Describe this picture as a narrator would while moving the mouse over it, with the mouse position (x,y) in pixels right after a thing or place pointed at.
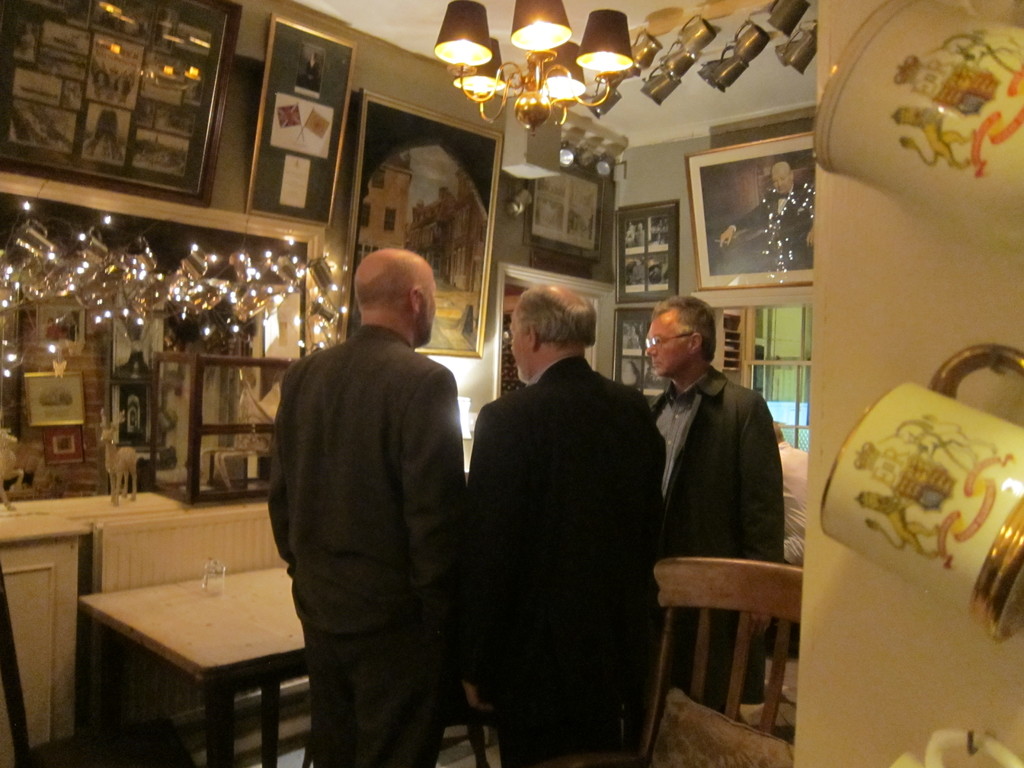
This picture is clicked inside the room (441,445). Here, we see three men (546,471) standing and talking. Beside them, we see man (795,499) in white shirt (786,502) is sitting on chair (734,564) and in front of them, we see table (218,620) on which glass (211,580) is placed. On the right corner of the picture (852,120), we see cups (935,401) which are hanged to the nails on the wall (805,589). On the left side of the picture (8,563), we see a table (91,513) on which deer toy (124,465) is placed and we even see many photo frames (742,247) placed on the wall (542,267).
